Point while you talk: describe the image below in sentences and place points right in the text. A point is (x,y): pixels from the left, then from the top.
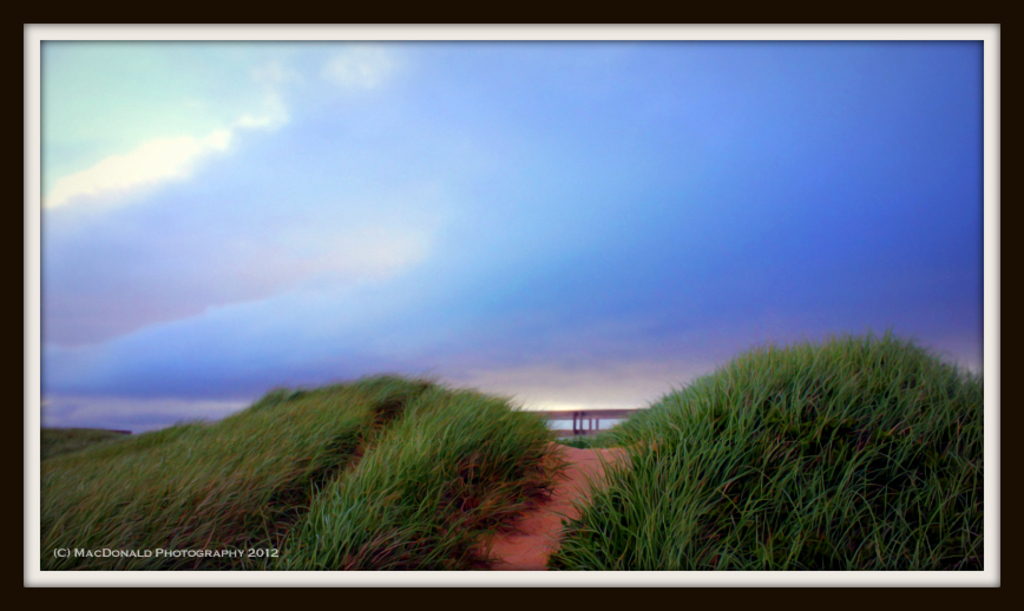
The picture looks like a painting. In the foreground of the picture (416,463) we can see fields (451,496), path (576,480) and text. At the top (444,172) it is sky (518,257). The picture has black and white borders (947,575).
